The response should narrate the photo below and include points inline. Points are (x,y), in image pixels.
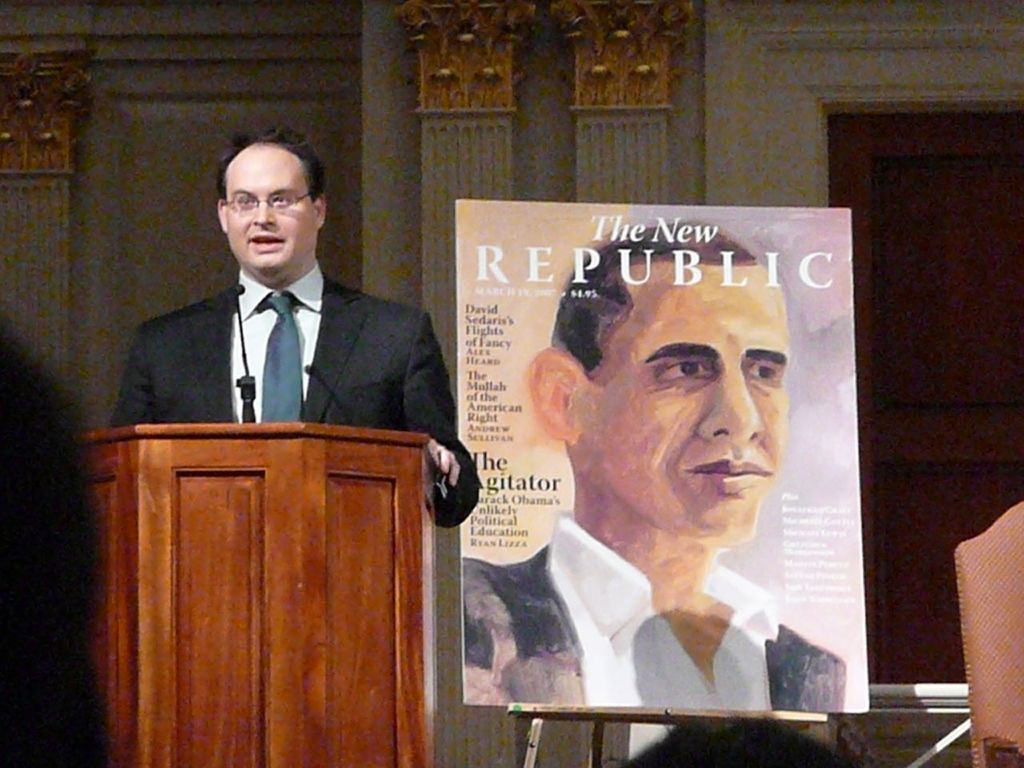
In this image we can see a person (279,338) talking, in front of him there is a podium (279,562), and a mic (246,392), beside to him there is a board (641,399) on the stand (788,718), on the board (720,519), we can see a painting (707,487) of a person (678,415), and also we can see text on it, there are pillars (585,99), a door (954,479), and the wall (798,57).
